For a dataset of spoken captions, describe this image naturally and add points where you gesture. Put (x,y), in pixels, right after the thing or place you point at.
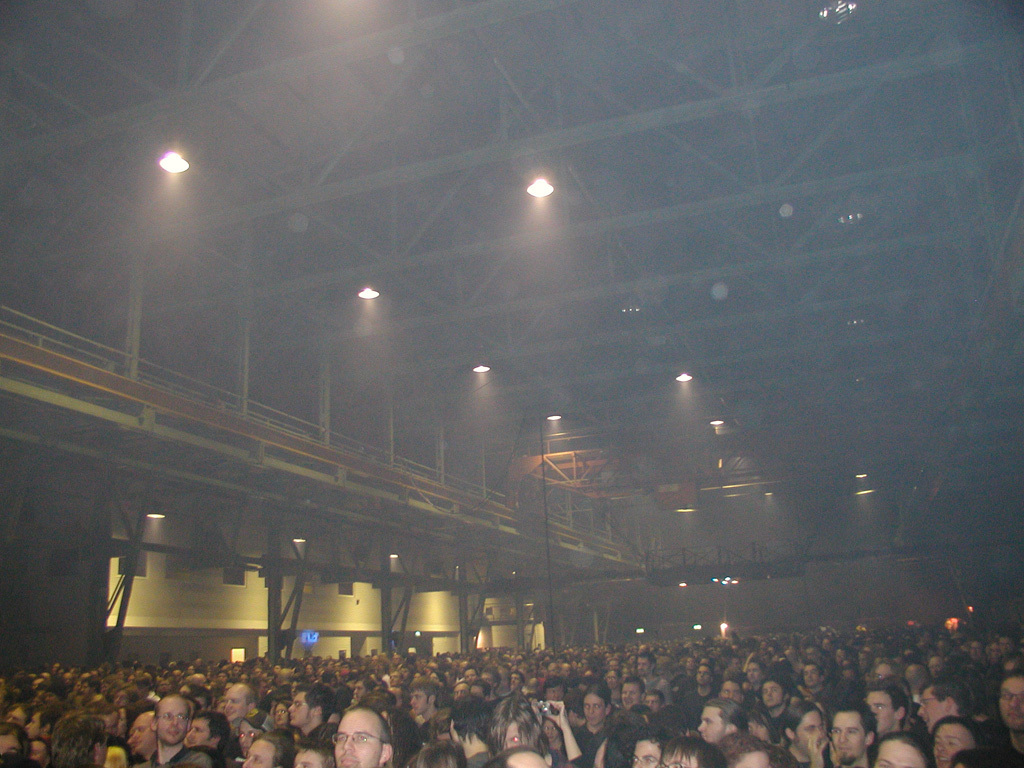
In this image we can see people (881,633) standing, electric lights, iron grills (65,346), pillars (244,371) and poles (129,578).
